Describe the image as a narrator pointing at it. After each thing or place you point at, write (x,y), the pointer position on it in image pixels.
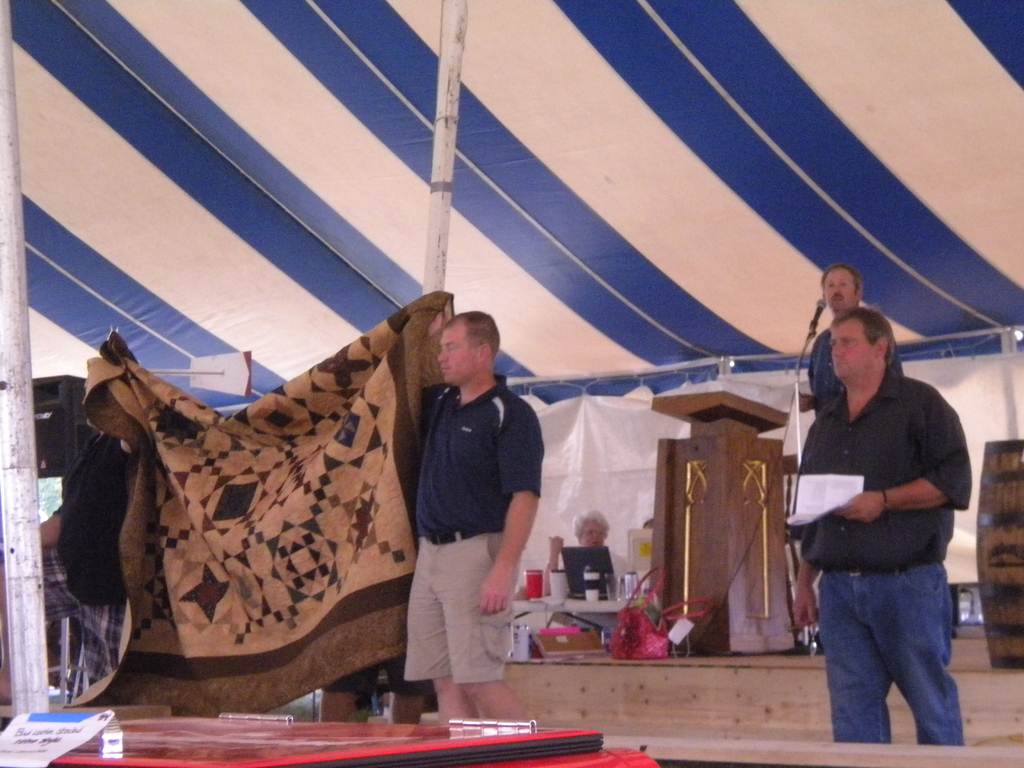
This image consists of a tent (501,217). There are some persons (947,718) in the middle (449,478). There is a podium (662,559) in the middle (668,511). There is mic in the middle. There is cloth (232,535) on the left side (165,535). In the middle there are glasses (528,590), laptops (582,588).
